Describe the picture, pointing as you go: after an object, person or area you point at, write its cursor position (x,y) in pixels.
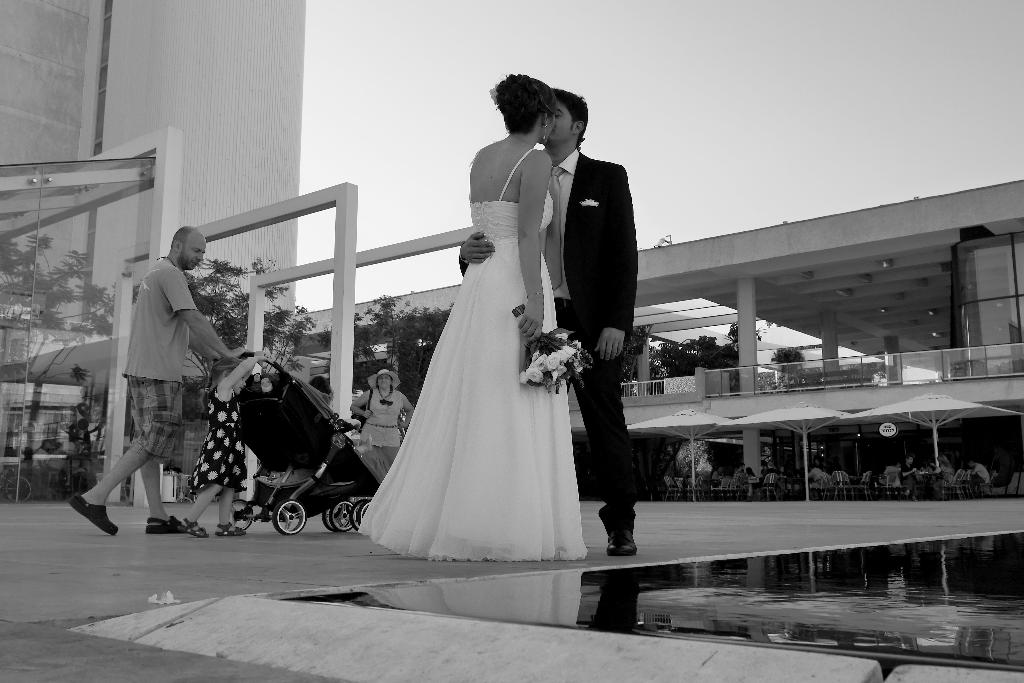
I see this is a black and white image and I see buildings (752,266) and I see that this woman (527,278) and this man (604,287) are kissing and I see the flowers (533,377) in her hand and I see few people (137,368) over here and I can also see the trees (205,312) and I see few more people (820,477) on chairs (841,485). In the background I see the sky (971,3).
